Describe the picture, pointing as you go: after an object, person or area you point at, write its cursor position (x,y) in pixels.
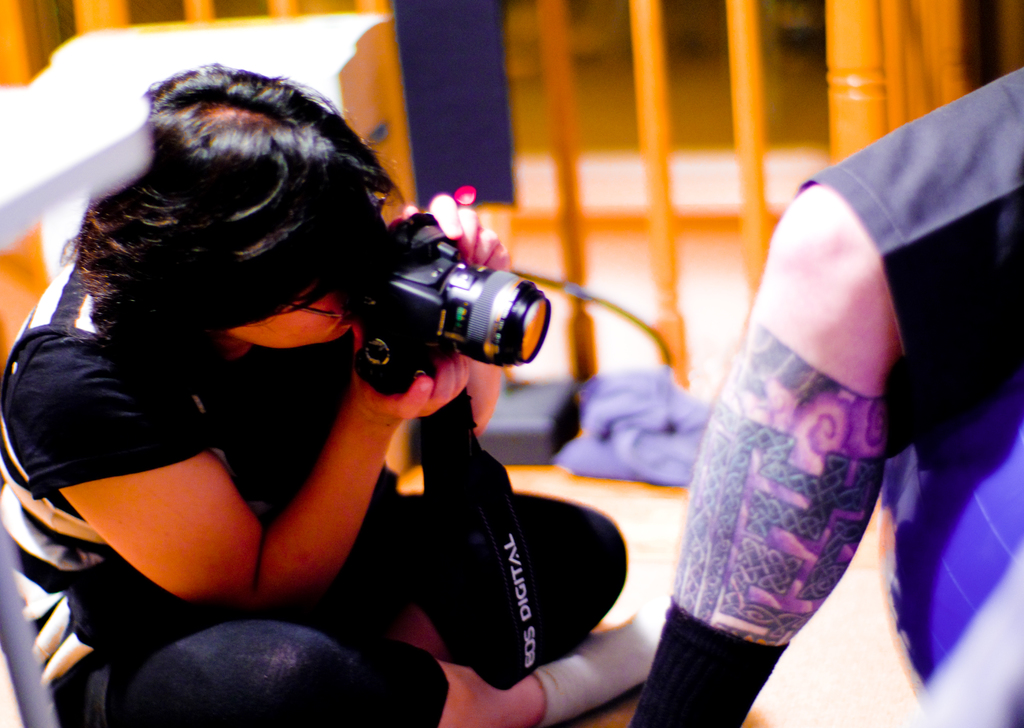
In this image i can see a person (109,405) wearing a black dress (101,367) and socks (562,677) sitting on the floor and holding a camera (407,292). To the right of the image (791,578) I can see a person's leg (780,361). In the background (678,457) I can see few clothes (605,397) and the floor (634,540).
